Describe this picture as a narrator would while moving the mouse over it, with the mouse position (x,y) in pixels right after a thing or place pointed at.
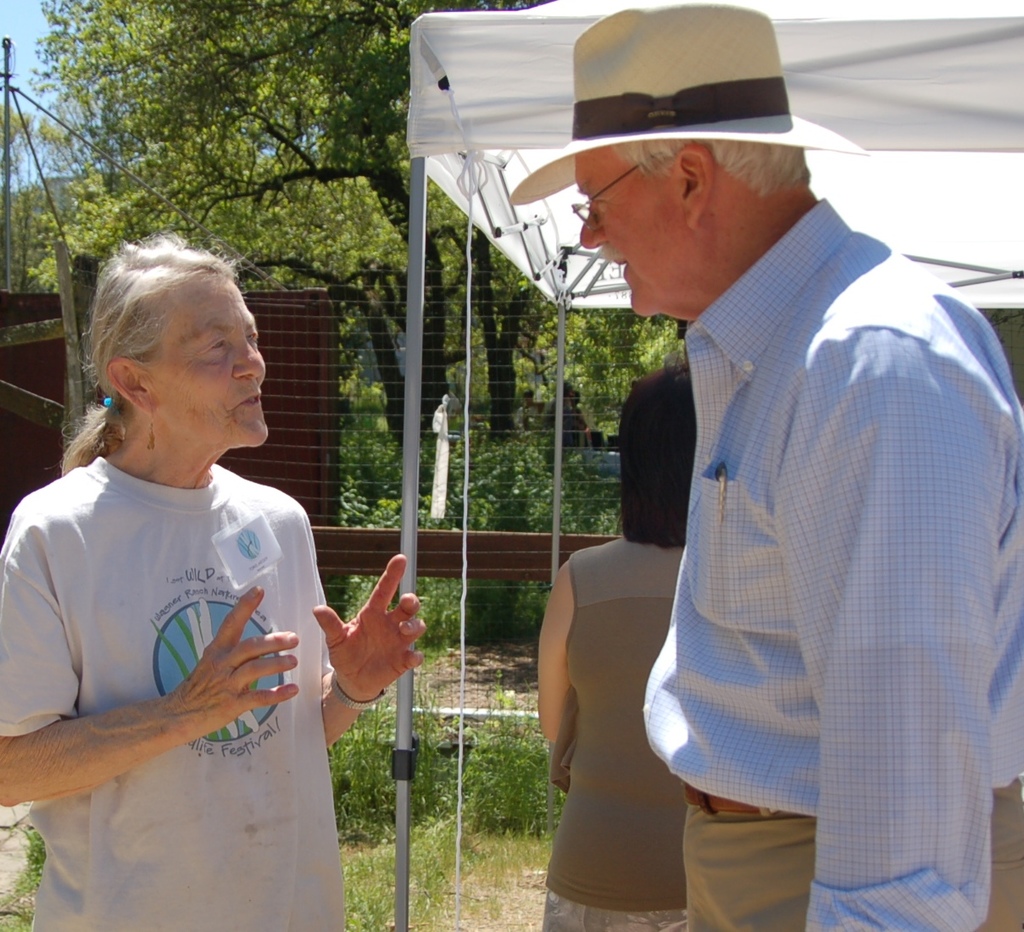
In this image we can see three persons (217,573), among them one person (595,140) is wearing a hat (757,136), there are some trees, plants (481,745), wires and a tent (561,125), also we can see the wall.
